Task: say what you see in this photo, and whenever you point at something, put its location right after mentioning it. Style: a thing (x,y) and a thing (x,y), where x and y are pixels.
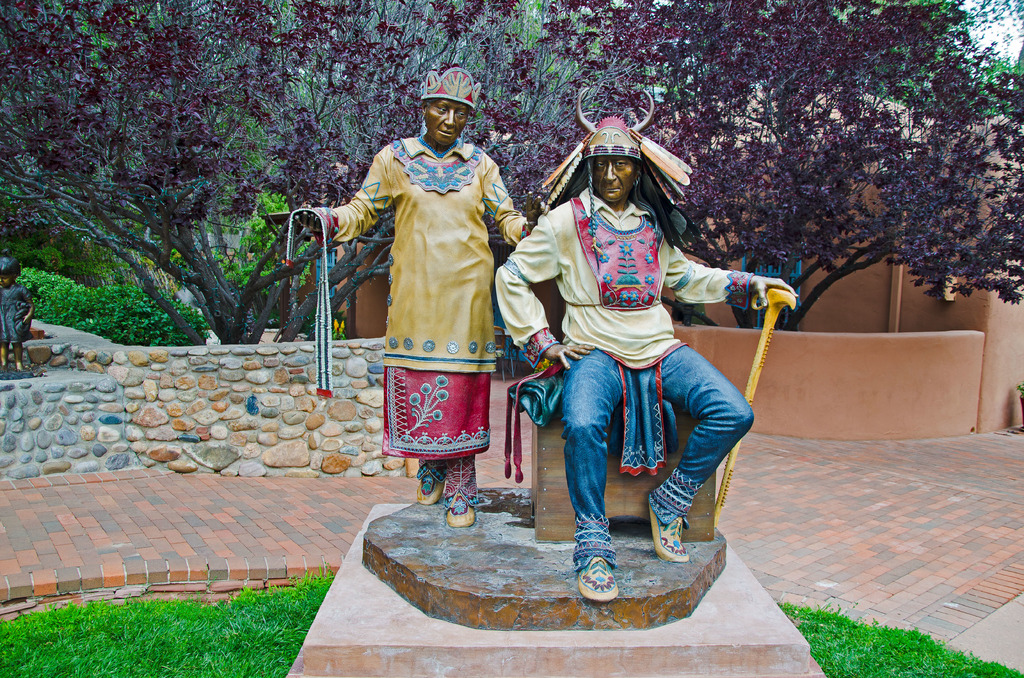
In the foreground of the picture (512,440) there are sculpture (570,393), grass (325,587), pavement (260,519) and wall (221,387). In the background (270,129) there are trees (272,92), plants (79,314), sculpture (20,308) and a building (359,318).
